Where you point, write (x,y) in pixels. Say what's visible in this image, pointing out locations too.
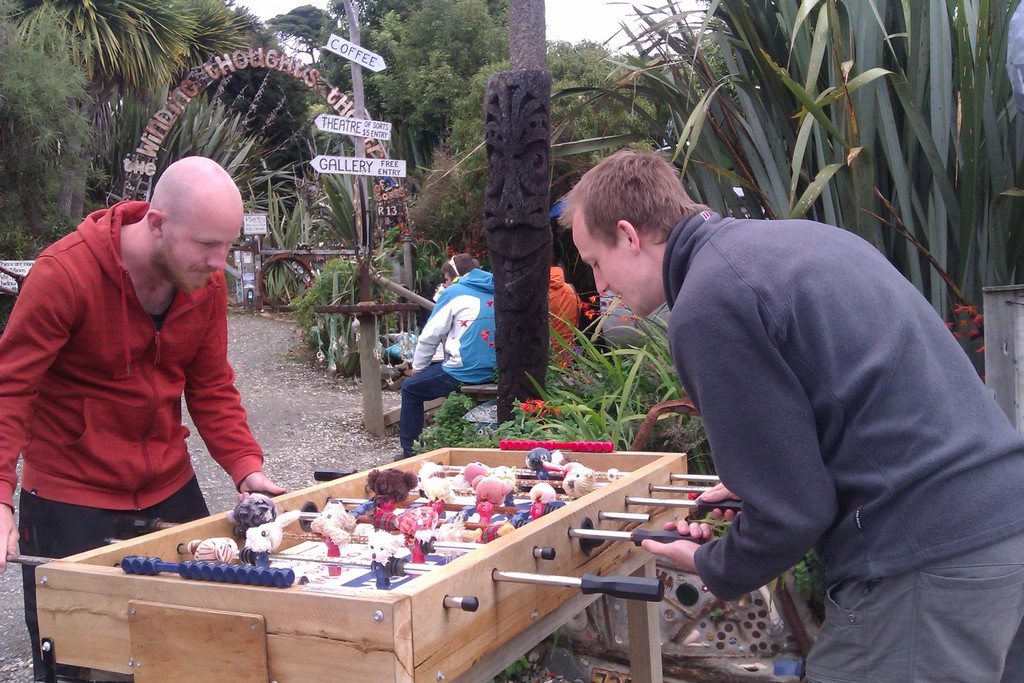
In this image we can see people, Foosball game (539,445), ground (334,462), arch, boards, pole (370,224), plants (634,346), and trees (399,13). In the background (316,8) there is sky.
